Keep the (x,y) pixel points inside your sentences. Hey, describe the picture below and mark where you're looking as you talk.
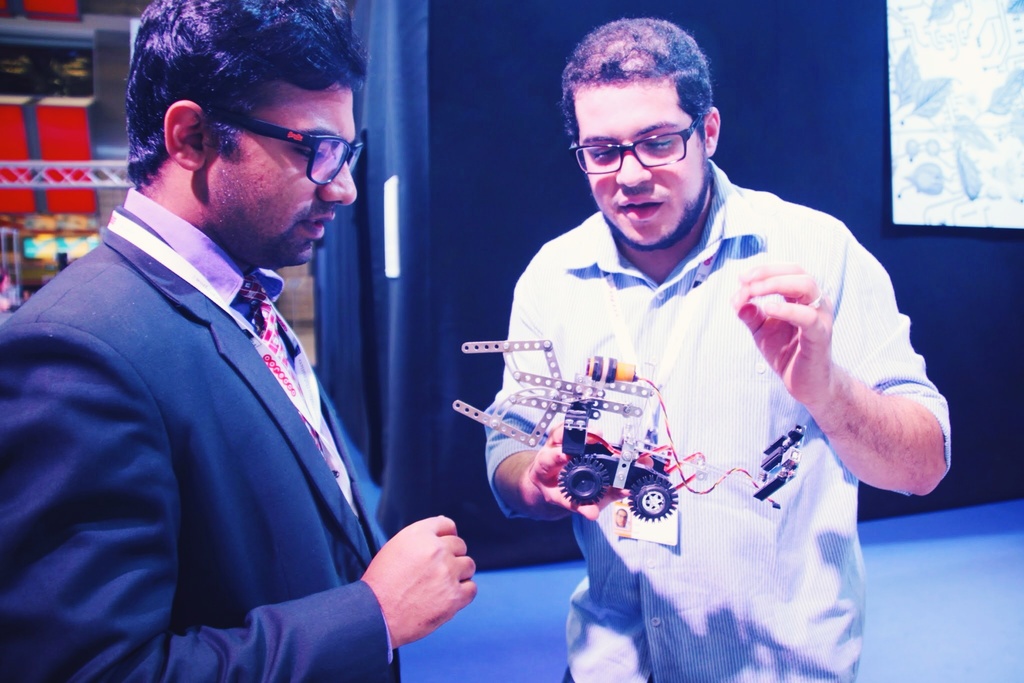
In this image we can see two people (665,585) standing on the floor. In that a person (536,496) is holding a motor car (660,496). On the backside (466,378) we can see a wall (460,197) and a board (923,176).
